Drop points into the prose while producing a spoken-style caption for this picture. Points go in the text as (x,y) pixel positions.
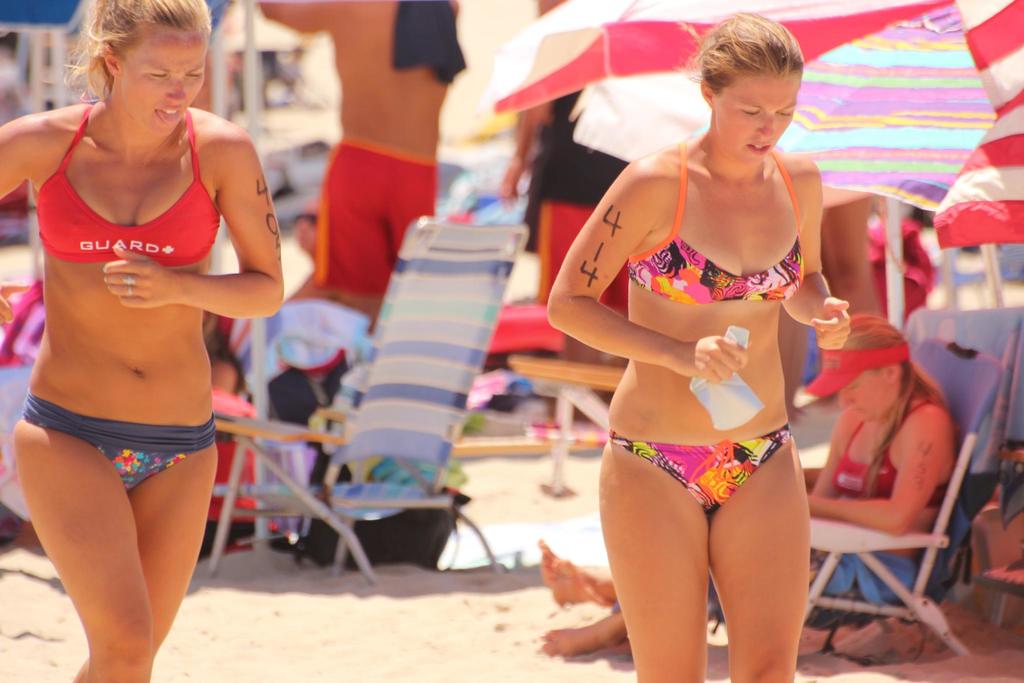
In this picture there are two girls (101,28) on the right (842,306) and left side of the image (207,267) and there are other people (354,33) under the umbrellas (1003,95) in the background area of the image (356,248).
